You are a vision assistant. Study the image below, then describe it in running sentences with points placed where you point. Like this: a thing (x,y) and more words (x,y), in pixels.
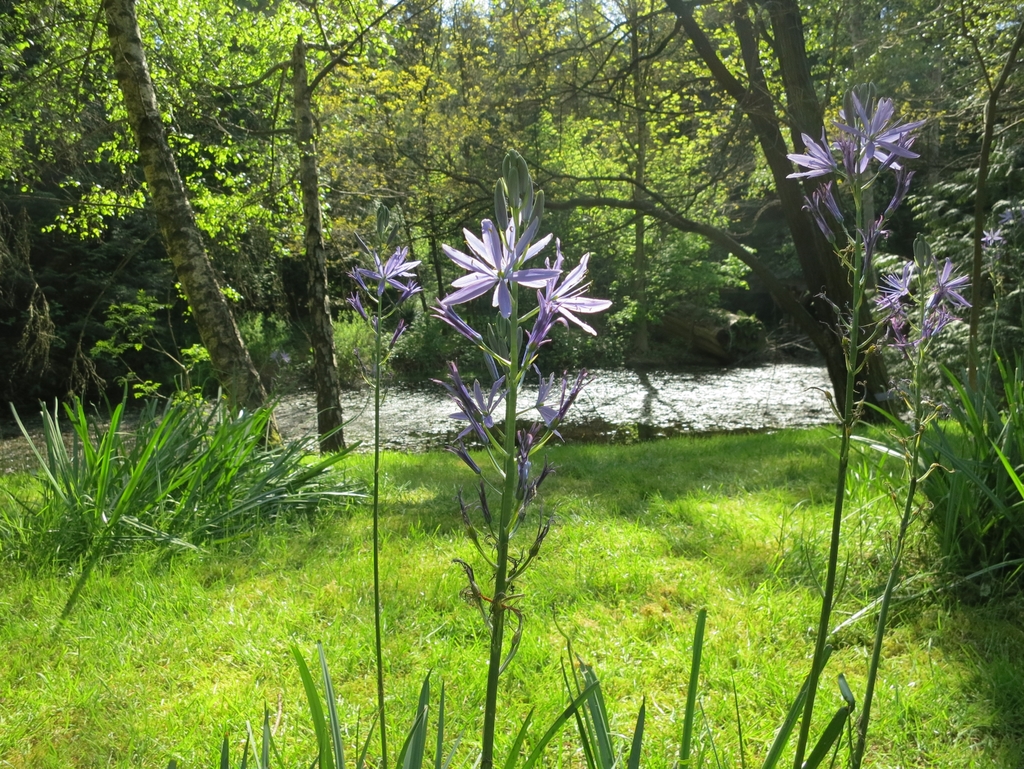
In this picture we can see a few flowers (875,105), stems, plants (107,481) and some grass (448,547) on the ground (371,594). We can see the water (779,397), tree trunks (325,388) and some leaves (263,116) in the background (317,110).
